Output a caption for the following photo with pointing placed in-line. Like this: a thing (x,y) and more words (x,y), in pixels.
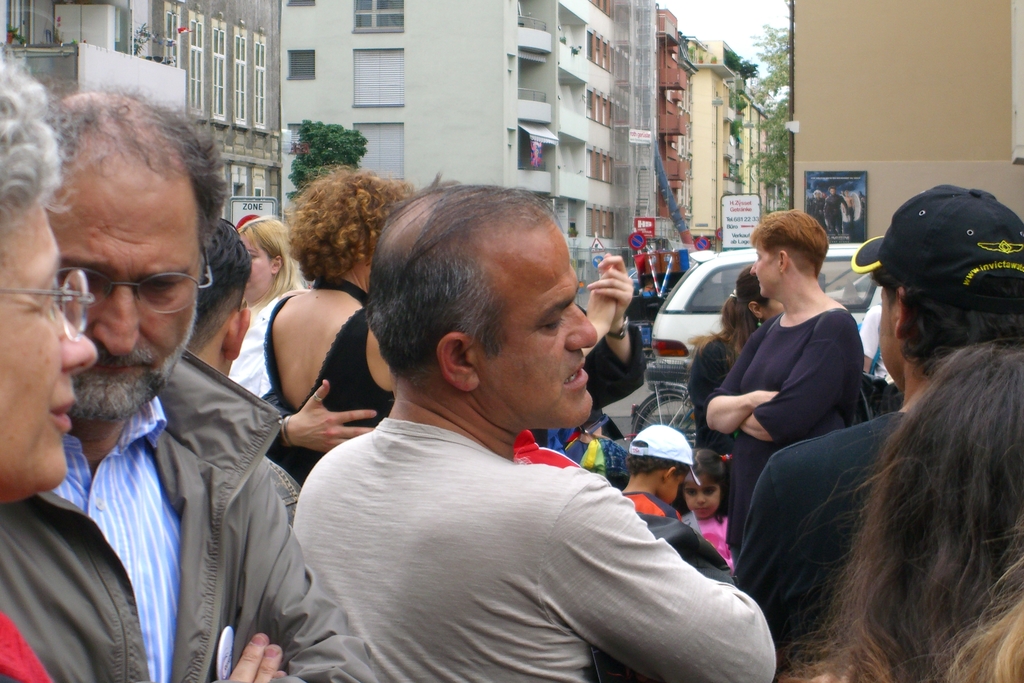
In this image we can see the people (516,465) and also the kids (684,458). We can also see the vehicle (708,258), bicycles (683,362), sign boards (634,226), text boards (731,231), hoarding (830,226), trees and also the buildings (588,78). We can also see the sky (783,8).
